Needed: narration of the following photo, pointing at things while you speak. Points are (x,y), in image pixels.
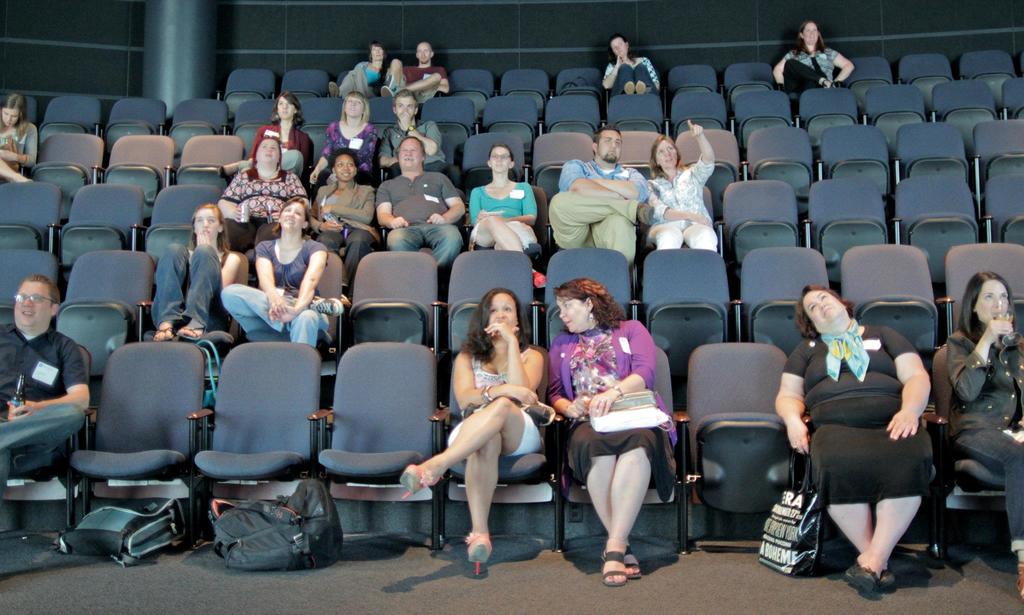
In this image we can see many people (595,382) are sitting on a chair (534,489). There are some objects (800,525) are placed on the floor (738,566). There are many chairs (924,188) are vacant.
